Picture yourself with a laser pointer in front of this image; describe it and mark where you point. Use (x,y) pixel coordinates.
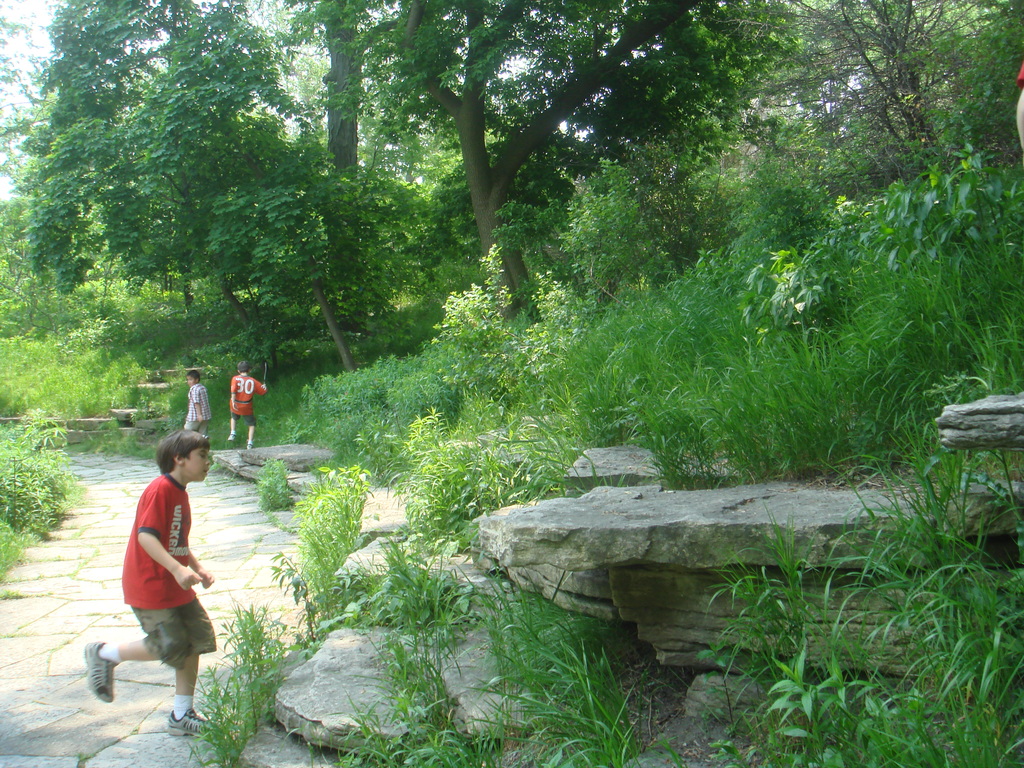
In this image I can see three persons (184,627). In front (197,623) the person (133,566) is wearing red and brown color dress (163,625). Background (231,154) I can see few trees (437,126) in green color and the sky (40,40) is in white color.
